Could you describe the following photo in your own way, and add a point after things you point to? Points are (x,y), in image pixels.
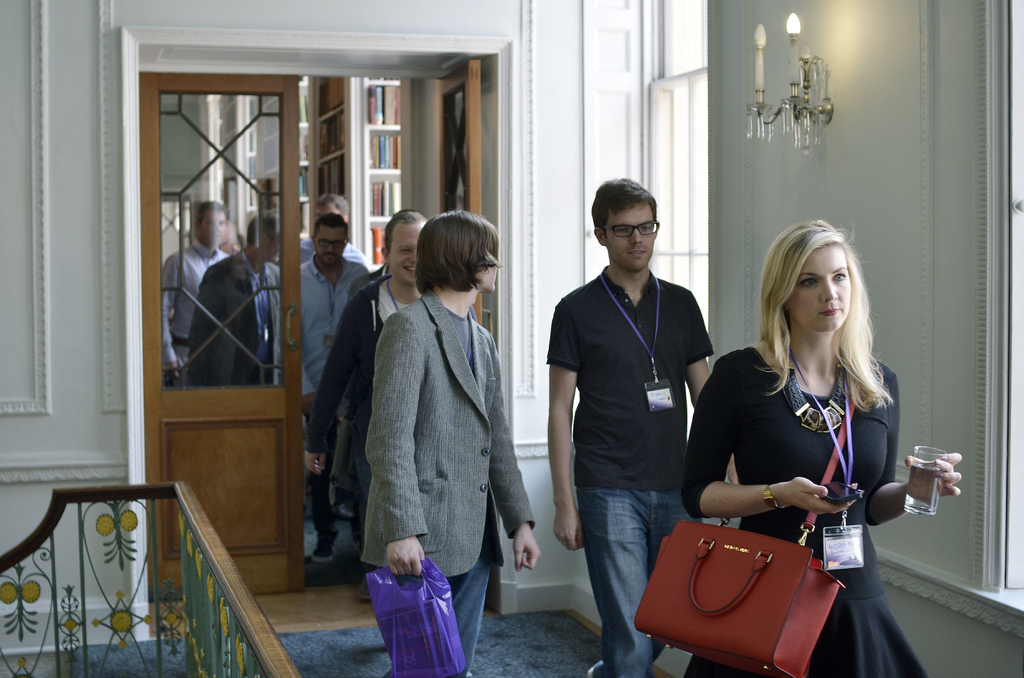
In this image i can see a building (384,13) and there are the group of persons (359,395) coming out of the building (393,27) on the right side (698,449) i can see a woman (851,571) wearing a black color skirt (750,431) and holding a red color hand bag (687,620) And holding a glass (921,500) contain a water (924,488) on other hand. And beside her there is a wall (895,127), on the wall (734,82) i can see a candle (795,63) attached to the wall (774,81) and there is a window (691,103) on the right corner (696,102) and back ground (379,155) i can see a rack (390,185), in the rack (352,160) i can see a books (379,207) and in the middle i can see a door (181,416).
